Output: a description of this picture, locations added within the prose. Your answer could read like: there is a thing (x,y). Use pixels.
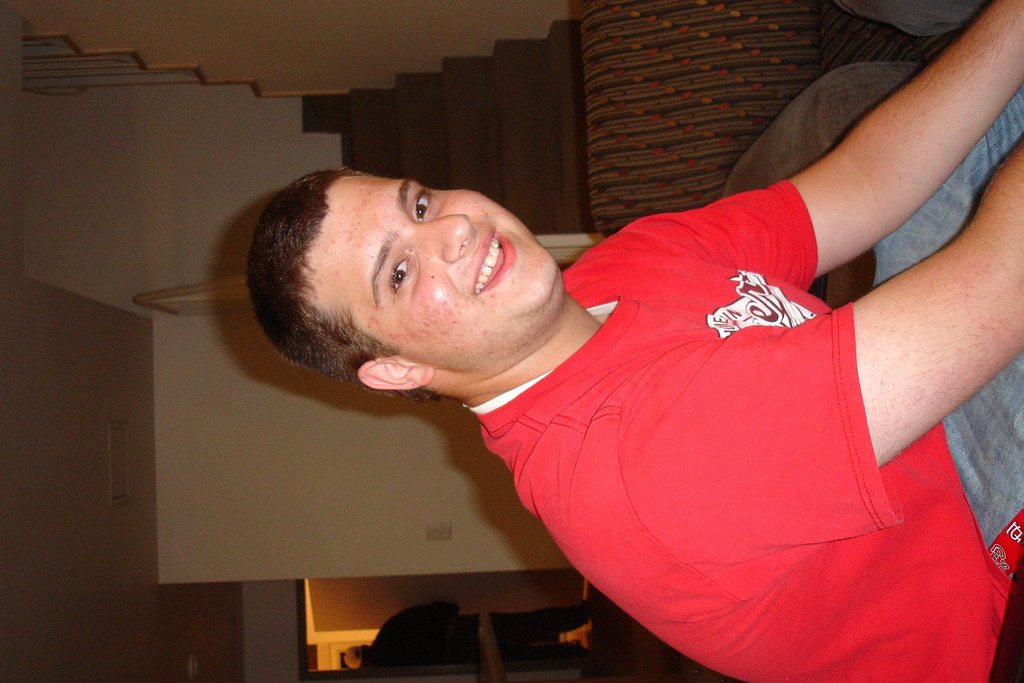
In this picture we can see a man (439,294) in the red t shirt (826,489) is smiling and sitting. Behind the man (671,467) there is a couch (700,153), staircase (450,151), wall (389,418) and a person (503,620) is standing on the floor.
